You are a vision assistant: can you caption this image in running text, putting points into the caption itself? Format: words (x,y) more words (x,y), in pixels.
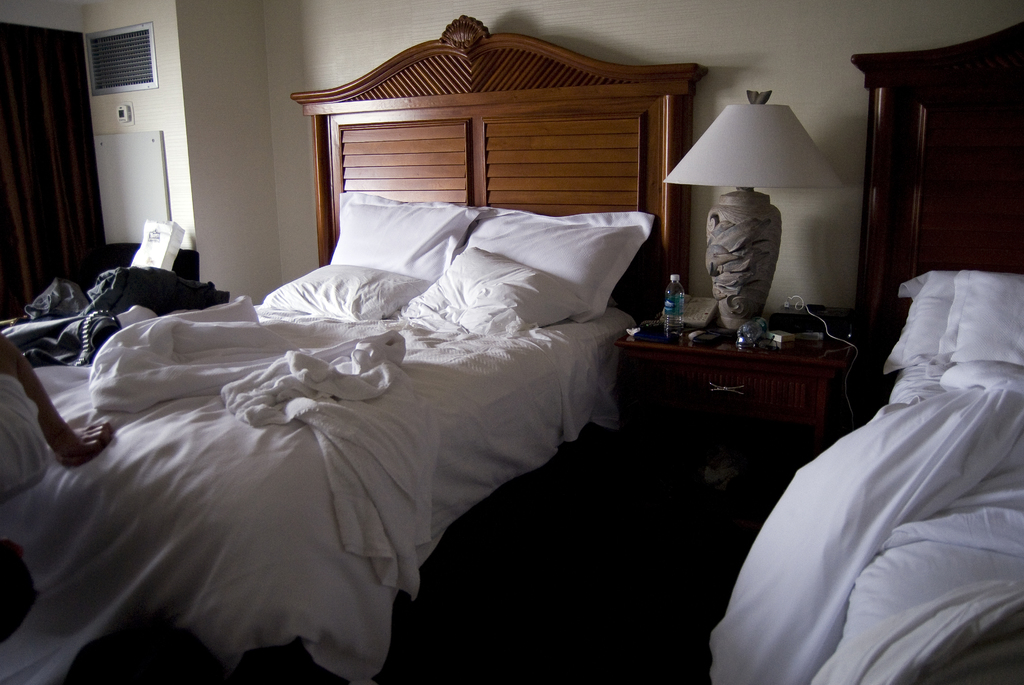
In this picture we can see a room (200,149) with bed (497,330) and on bed (450,343) we have bed sheet (244,312), pillows (409,236) and aside to this beds (602,366) there is table (690,345) and on table (717,345) we can see bottle (675,311), lamp (742,261), book (656,334), wires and in background (389,35) we can see wall (688,51).
